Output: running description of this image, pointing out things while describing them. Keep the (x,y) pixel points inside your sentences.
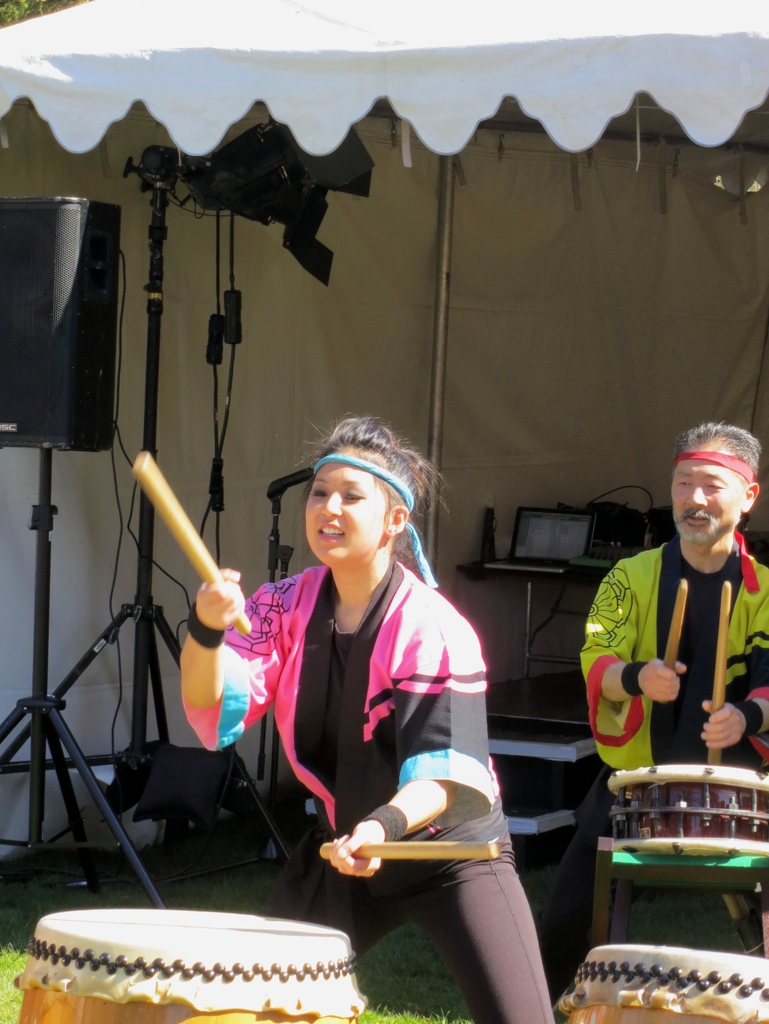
A lady (417,685) with pink and black dress (401,685) is beating to the drums (235,931). In her both hands (376,836) there are sticks (358,852). To the right side (708,624) there is a man (633,598) with green and black dress (699,618) he is also beating drums (716,767). To the left corner (100,375) there is a speaker (60,313) and a stage light (286,216). In the background (525,524) there is a laptop (539,544) on the table (564,567). On the top (509,90) there is a tent (446,100). They both are on the grass (426,983).
